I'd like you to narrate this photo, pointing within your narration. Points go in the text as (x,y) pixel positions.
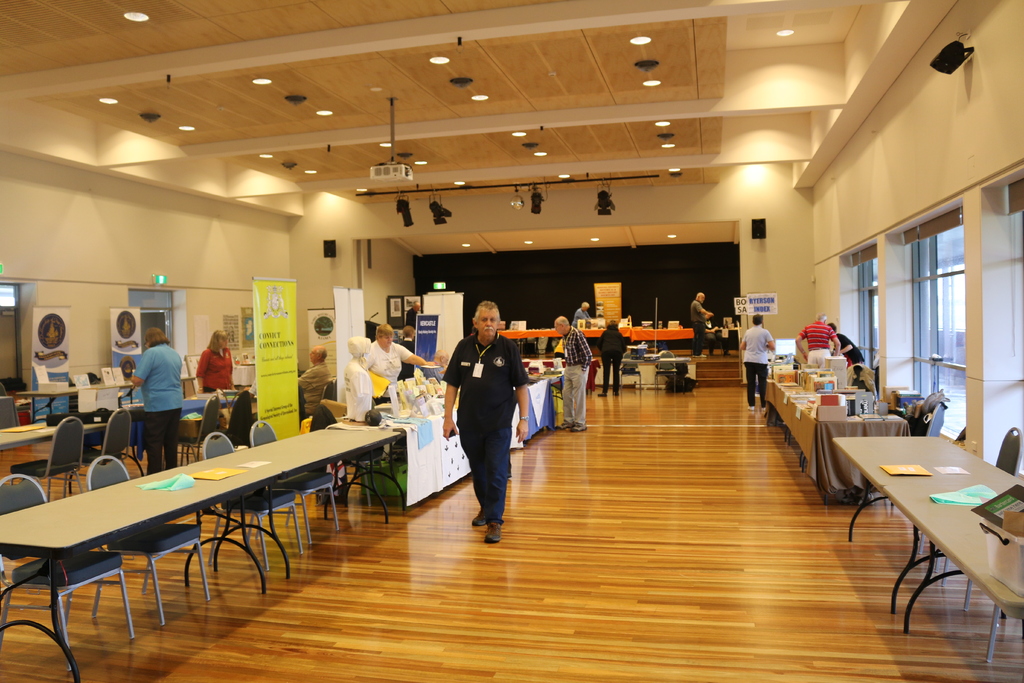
In this picture we can see here roof (399,87) and lights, and table (824,414) on the floor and papers (914,473) on it here is the hoardings (270,355), and chairs (231,430), and tables (334,453) and the person (473,395) is standing and wearing an id card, and here is staircase (715,375) here is the group of people (823,363) discussing, here is a woman (218,360) standing and here is the man (313,363) sitting.
